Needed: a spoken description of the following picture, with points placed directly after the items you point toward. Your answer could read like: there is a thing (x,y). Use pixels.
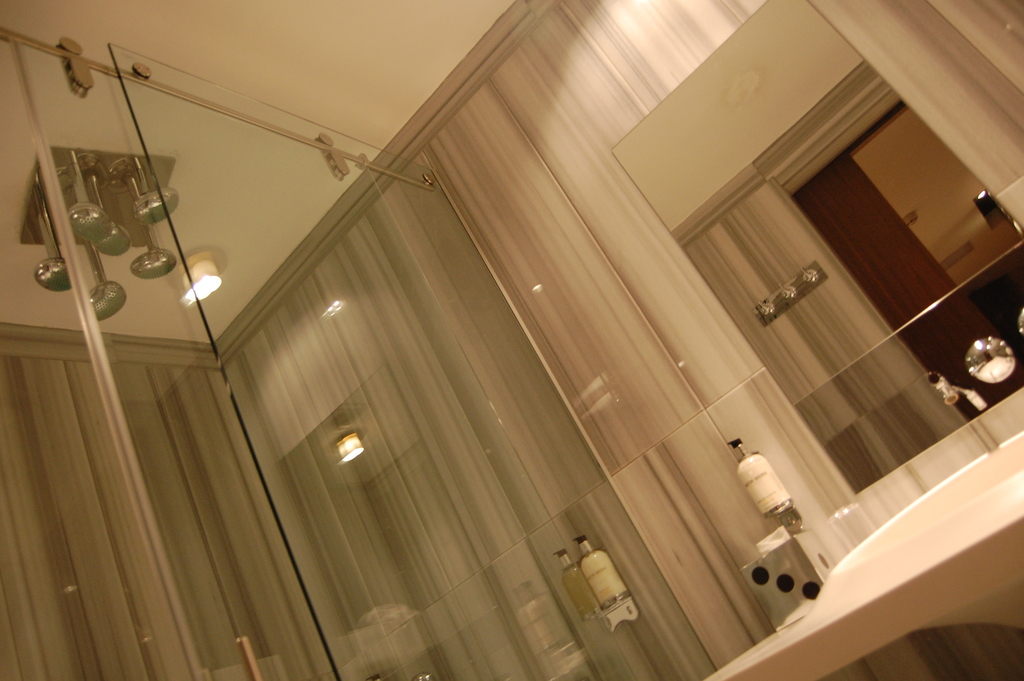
In this image we can see there are bottles (761,479), sink (982,491), tap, lights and the glass (306,485), on the glass (303,478) we can see the reflection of the bottles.
